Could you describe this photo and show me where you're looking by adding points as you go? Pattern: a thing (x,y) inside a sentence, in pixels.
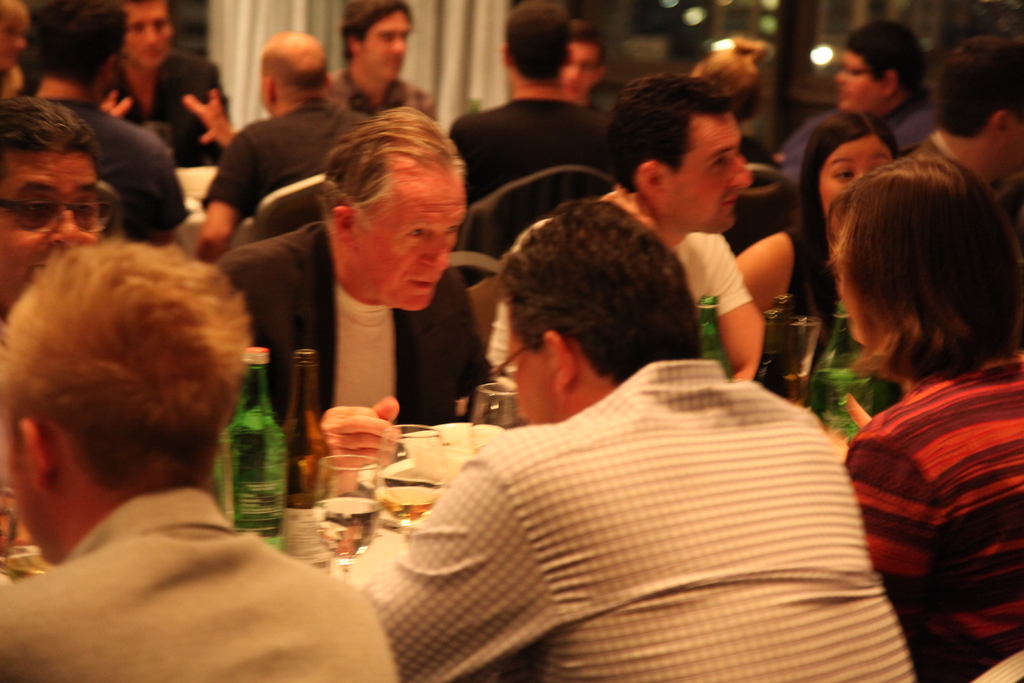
In the middle of the image (367,293) few people (1010,417) are sitting and there are some tables (398,530), on the tables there are some bottles (303,511) and glasses (366,517) and plates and food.
